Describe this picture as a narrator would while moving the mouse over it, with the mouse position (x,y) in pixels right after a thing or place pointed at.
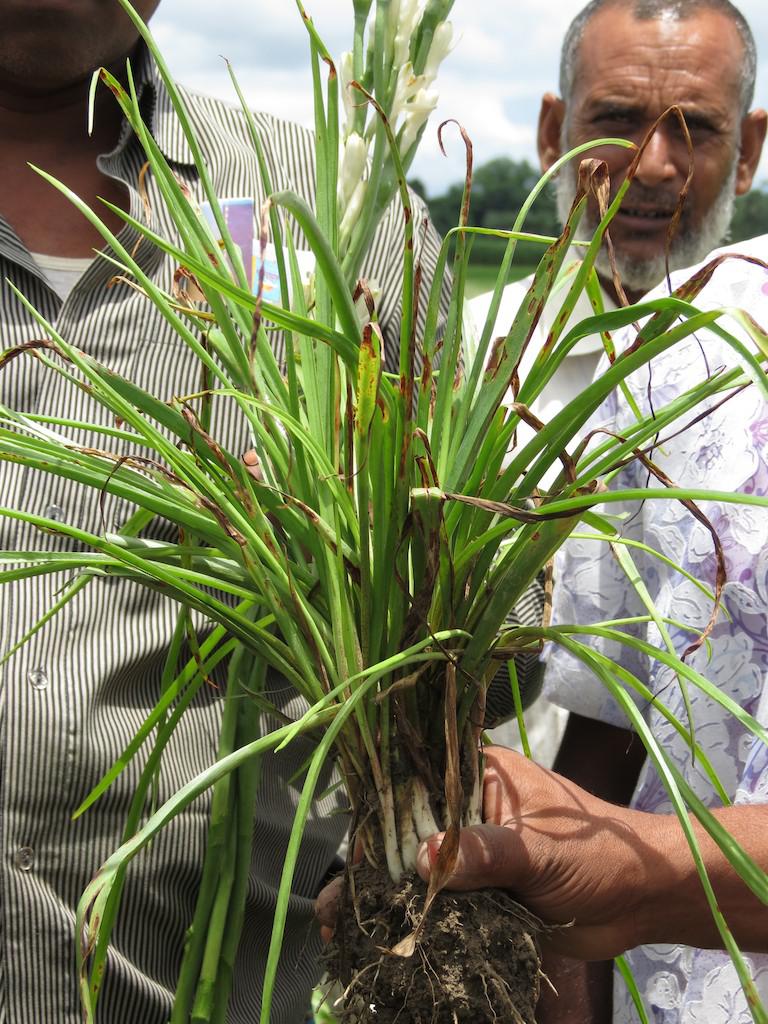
In this image we can see the hand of a person (543,774) holding a plant (535,370). We can also see some people (581,441) standing. On the backside (475,156) we can see some trees (454,198) and the sky (480,114) which looks cloudy.
